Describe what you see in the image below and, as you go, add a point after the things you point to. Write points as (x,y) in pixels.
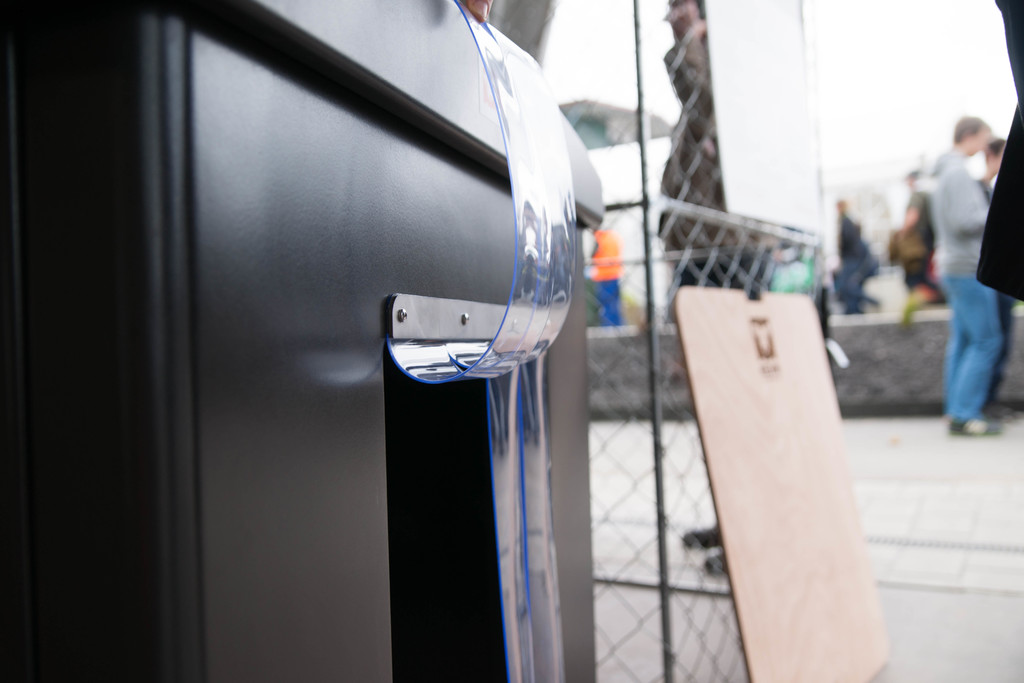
In this image there is an object (363,292) truncated towards the left of the image (231,330), there is a fencing (677,218) truncated towards the bottom of the image (661,519), there is a board (744,436) truncated towards the bottom of the image (782,540), there is a wall (904,371) truncated towards the right of the image (935,359), there is an object (1015,170) truncated towards the right of the image (1006,232), there are persons (909,279), the background of the image (865,96) is white in color.
